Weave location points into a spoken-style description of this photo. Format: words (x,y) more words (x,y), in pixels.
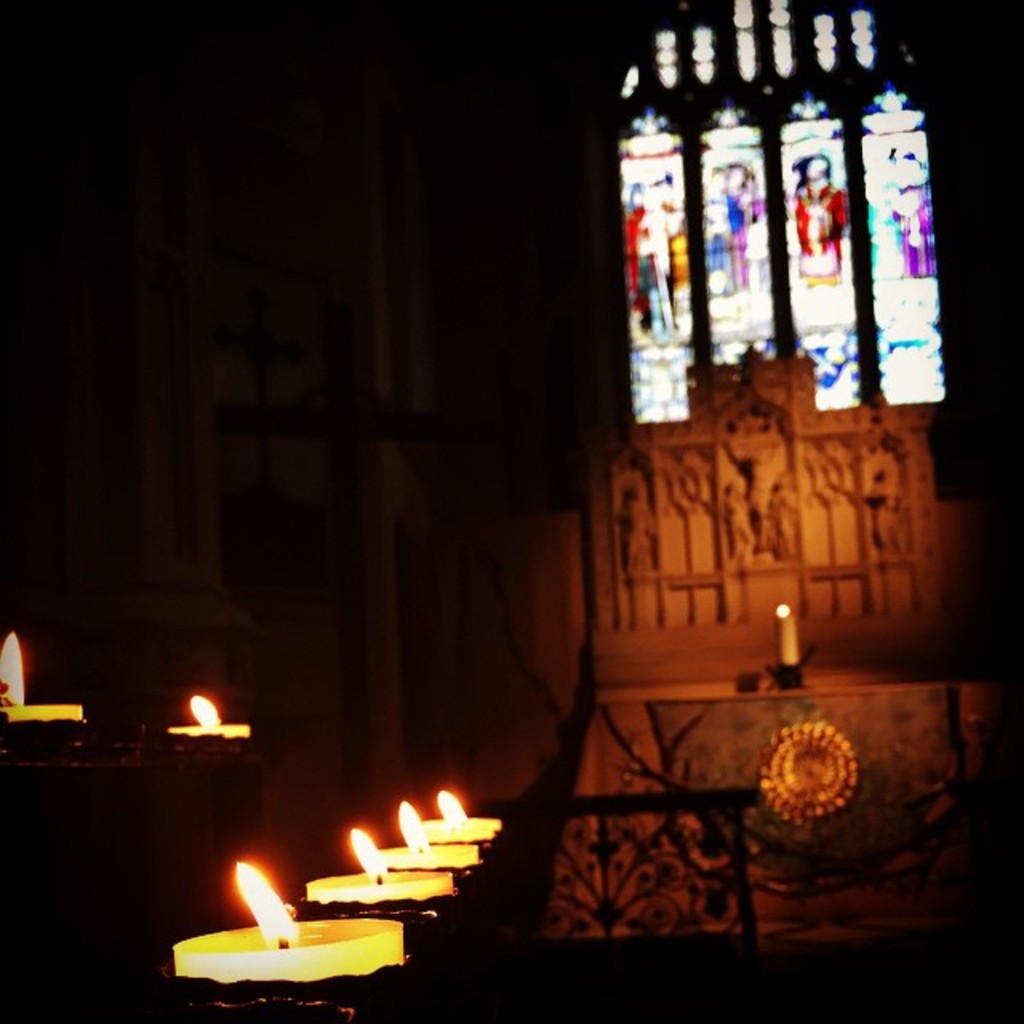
On the left side of the image (338,928) there are candles (235,949) on a metal rod fence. In the background of the image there is a candle (785,618). Behind the candle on the wall (664,545) there are Christ engravings (692,540). On top of the wall (702,479) there are pictures (666,241) on the glass (722,263). On the left side of the image (211,420) there are pillars (381,210) and a cross (260,381).
